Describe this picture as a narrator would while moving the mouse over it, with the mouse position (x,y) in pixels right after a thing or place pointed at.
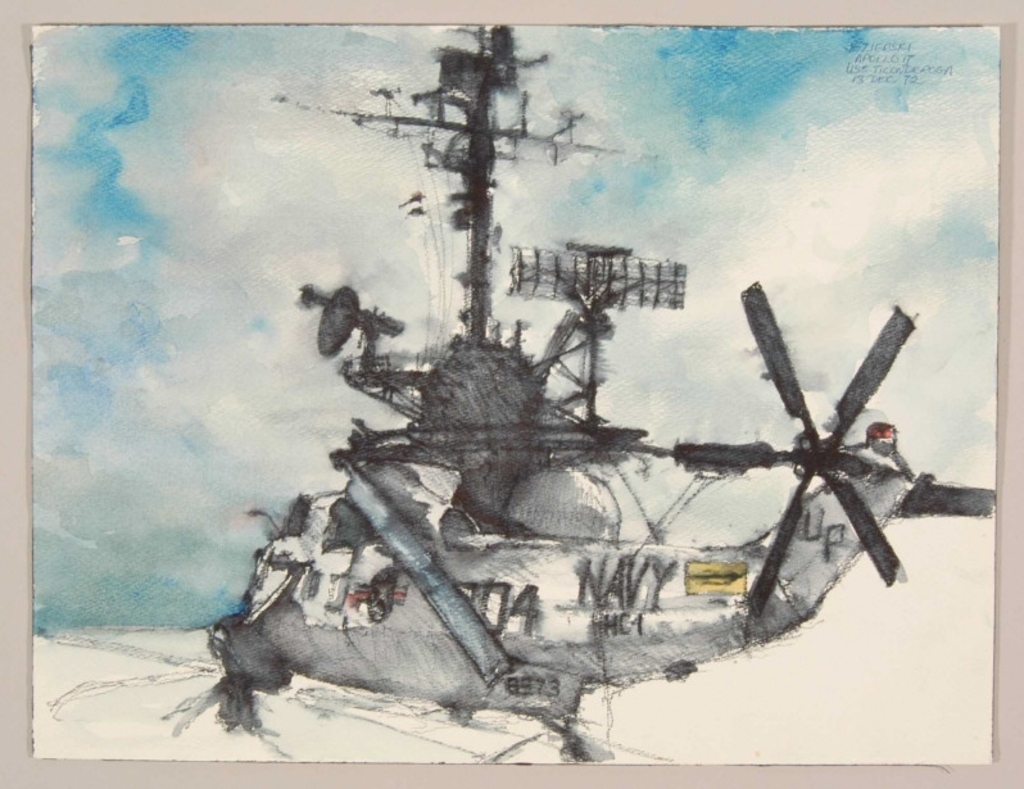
In this picture I can see there is a helicopter (498,620) and it has few special equipment (561,369) and the sky (330,462) is cloudy and this is a painting.
